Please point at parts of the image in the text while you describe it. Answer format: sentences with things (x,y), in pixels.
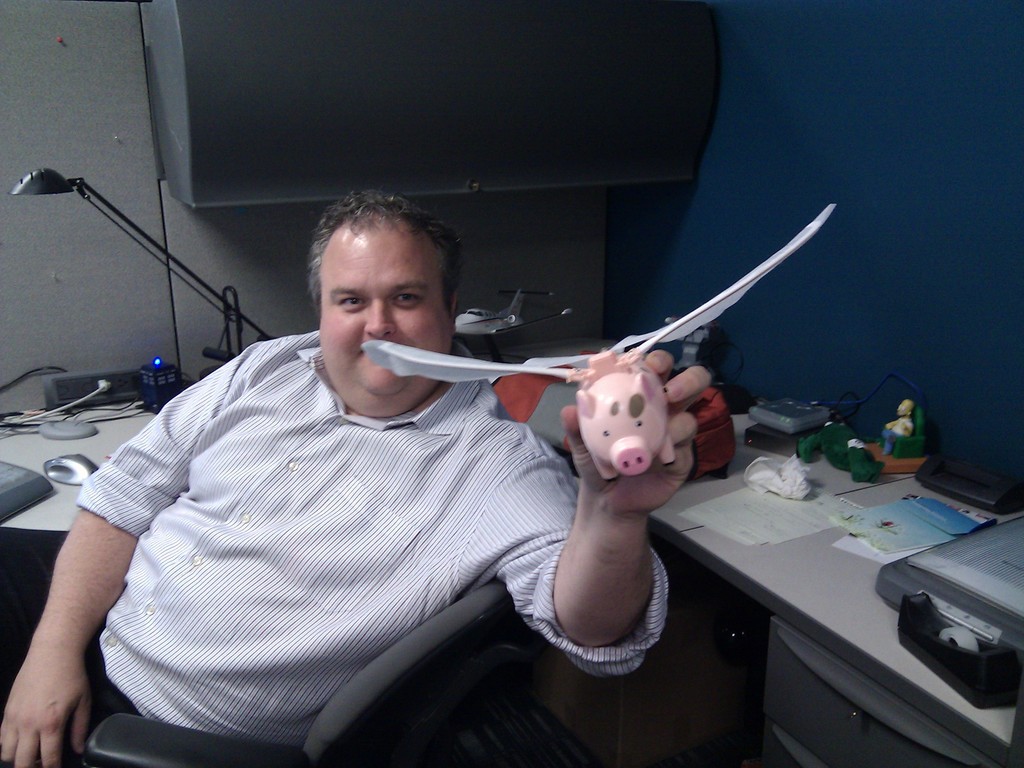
In this picture there is a man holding a toy (665,455).
